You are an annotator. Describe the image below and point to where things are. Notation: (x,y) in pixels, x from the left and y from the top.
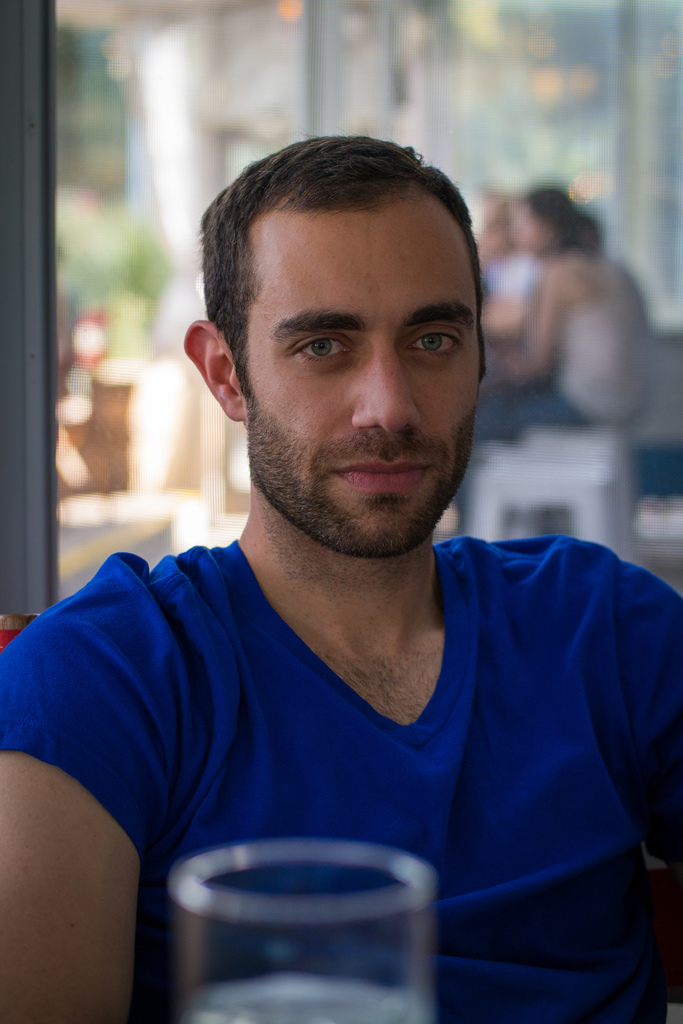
In this image, we can see a person (540,641) wearing T-shirt (160,571). We can also see a glass (305,852) with some liquid (326,1022). We can also see the blurred background (660,145).
